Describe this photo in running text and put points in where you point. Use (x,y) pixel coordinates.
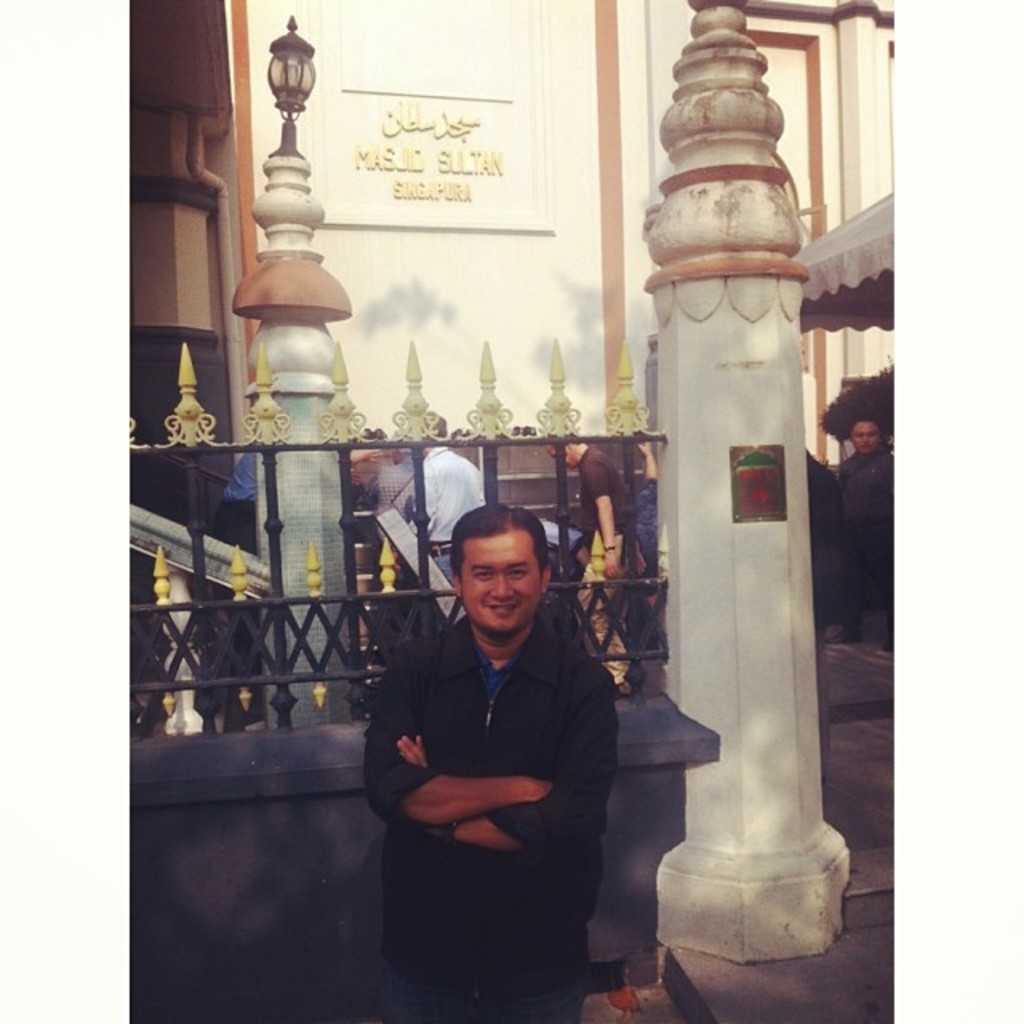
In this picture we can see a man (523,804) is standing and smiling in the front (511,808), on the right side (707,708) there is a pillar (759,686), in the background (854,478) there are some people (809,485) standing, we can see a tent (817,290) on the right side (854,281), in the background (550,116) there is a building (531,220).
